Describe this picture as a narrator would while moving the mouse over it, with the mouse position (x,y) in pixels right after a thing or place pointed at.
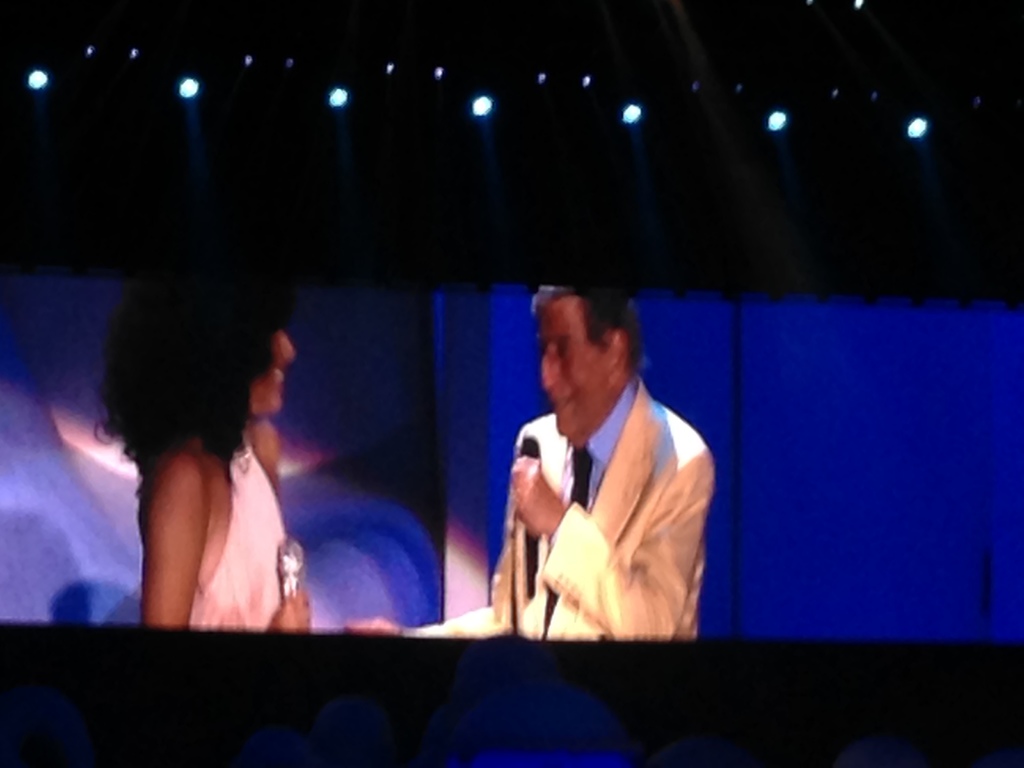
In this image there is a screen (239,570) and on the screen (956,350) there is a man (606,416) and he is holding a mic (534,545) in his hand (526,502) and there is a woman (177,435).
